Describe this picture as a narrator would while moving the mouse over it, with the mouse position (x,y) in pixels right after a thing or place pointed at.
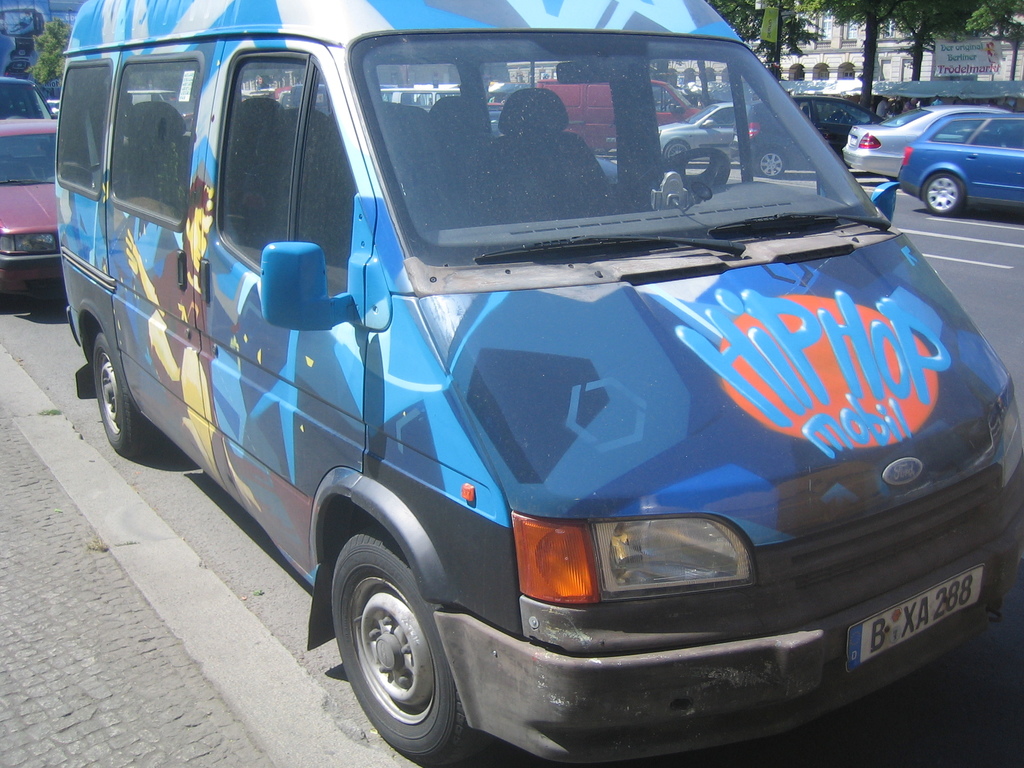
In the picture I can see vehicles (486,323) on the road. In the background (826,61) I can see trees (867,56), buildings (855,60) and some other objects (851,92). The vehicle (278,419) in the front (445,405) is blue in color and something written on it.
